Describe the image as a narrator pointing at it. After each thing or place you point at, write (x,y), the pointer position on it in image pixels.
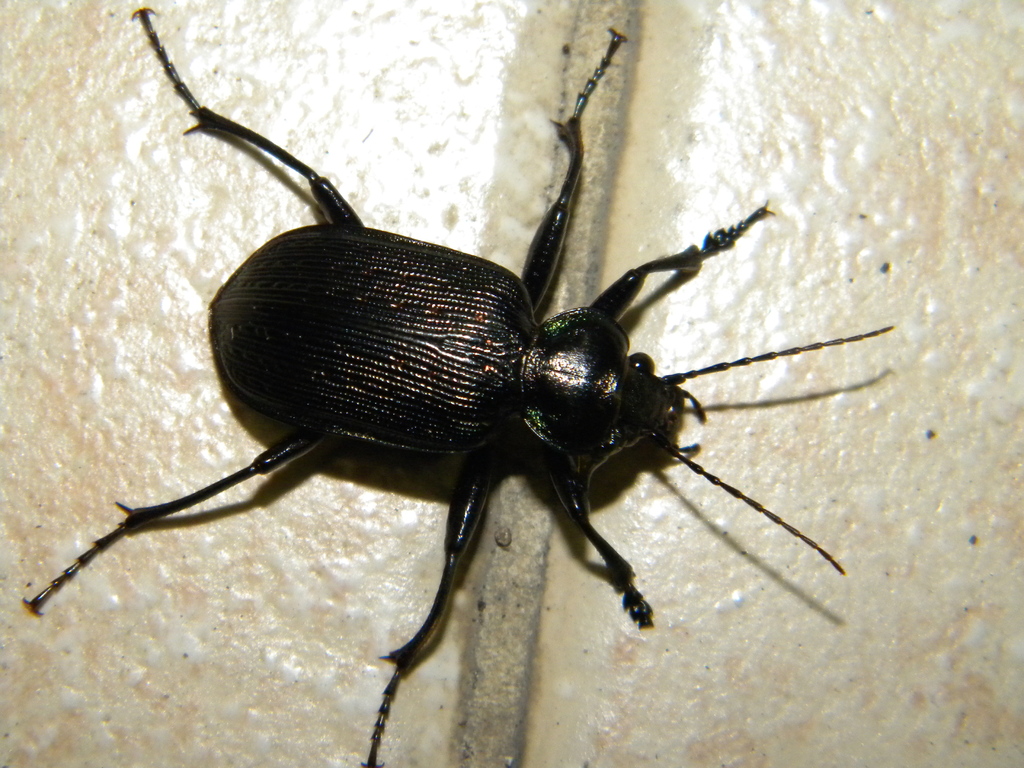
In this picture there is a black color insect (394,404) on the tiles (118,306).
